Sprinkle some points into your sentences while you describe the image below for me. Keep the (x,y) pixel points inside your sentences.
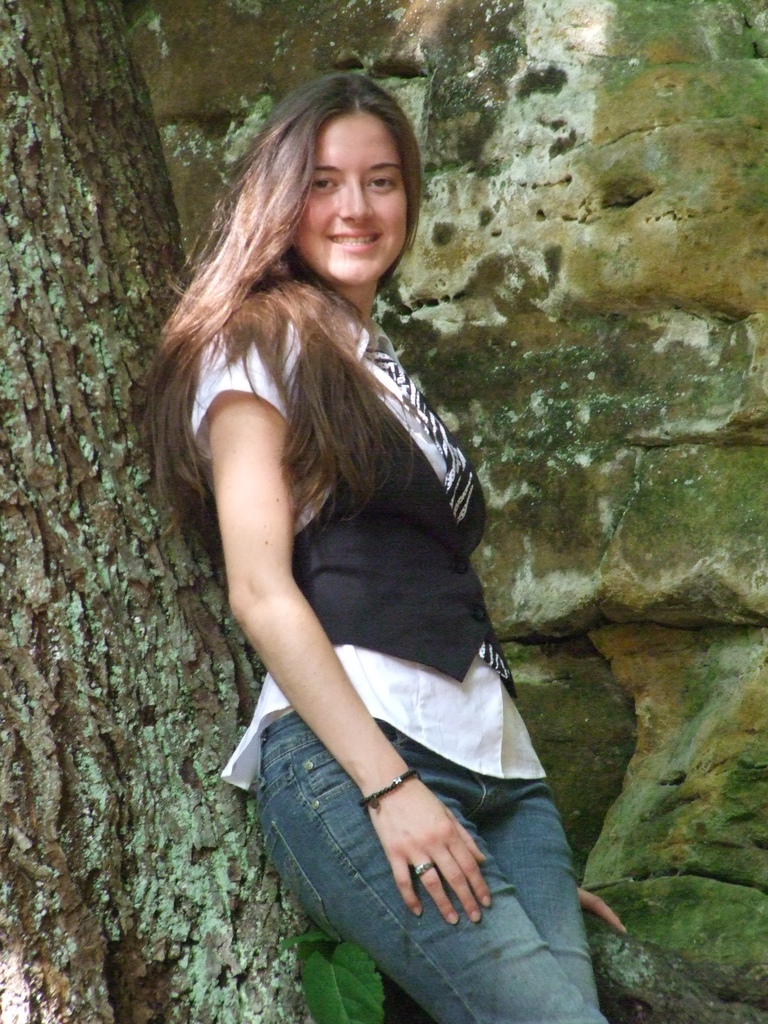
In this image we can see a girl (343,601) stand and a smile on her face (341,234), beside the girl (295,511) there is a tree (90,908), behind the girl (371,546) there is a wall (702,601) with rocks (626,535).
